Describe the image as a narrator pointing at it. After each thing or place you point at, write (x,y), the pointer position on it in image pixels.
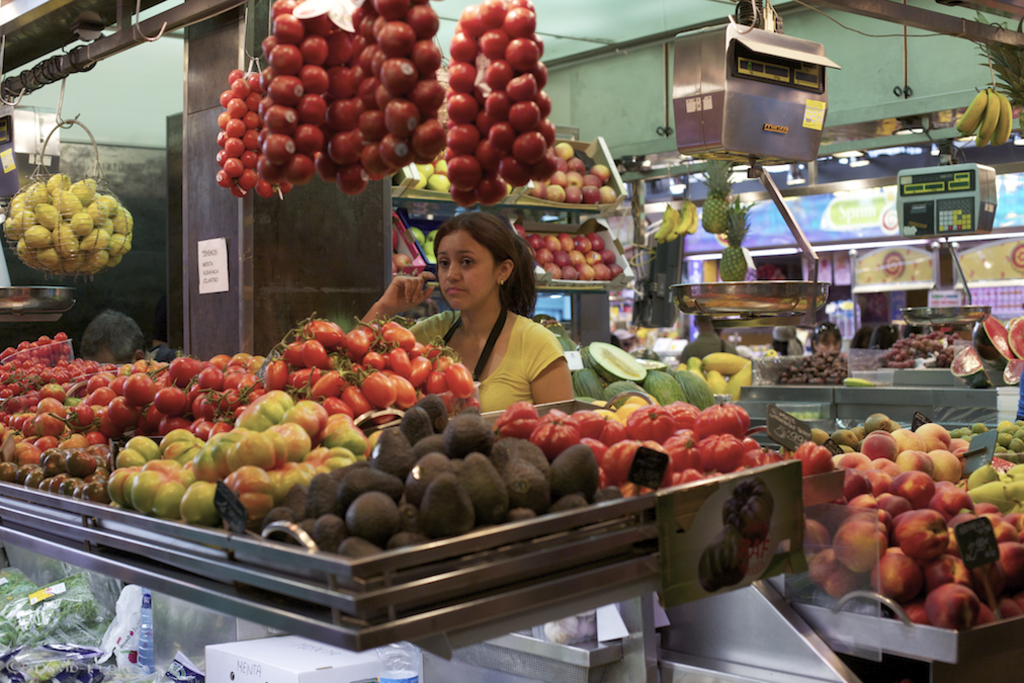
In this image, I can see bunches of different types of fruits (596,469) in the trays (520,504) and baskets (599,283). On the right side of the image (792,100), I can see two electronic weighing scales (922,314). At the top right side of the image (892,64), there is a wall (846,56). I can see a woman (509,376) and the head (122,359) of a person (121,352). At the bottom of the image (254,660), I can see a cardboard box (259,658), bottle (144,654) and few other things (88,627).
